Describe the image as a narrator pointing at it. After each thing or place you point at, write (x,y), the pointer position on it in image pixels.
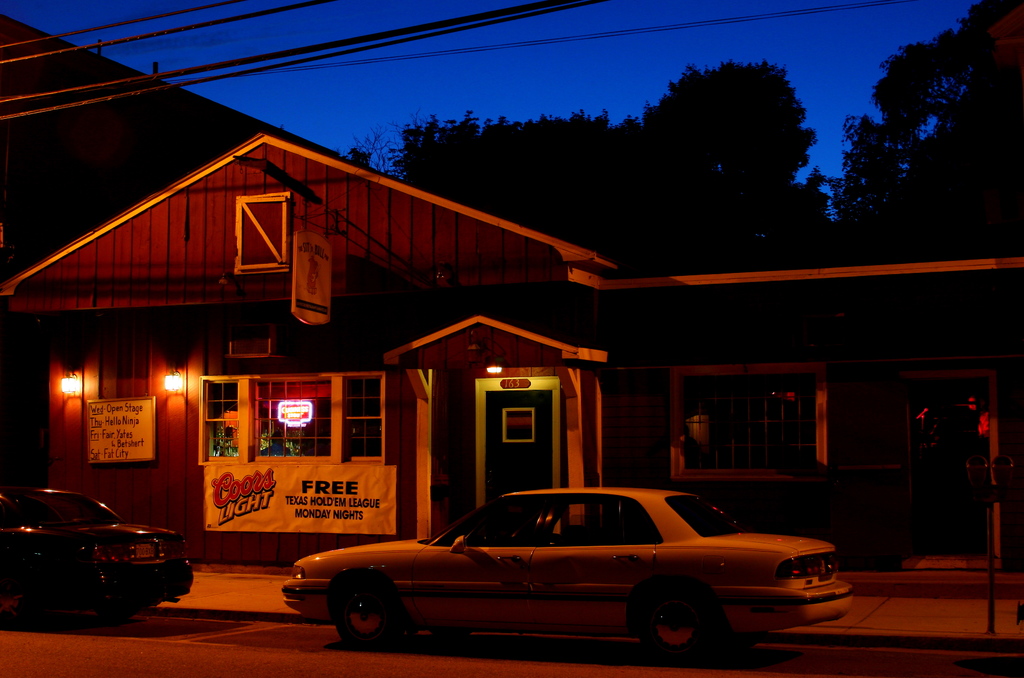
In this image we can see house (530,288), windows (206,426), boards (134,427) with some text (300,504), trees (521,186), cars (604,505), lights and in the background (383,57) we can see the sky (372,121).
